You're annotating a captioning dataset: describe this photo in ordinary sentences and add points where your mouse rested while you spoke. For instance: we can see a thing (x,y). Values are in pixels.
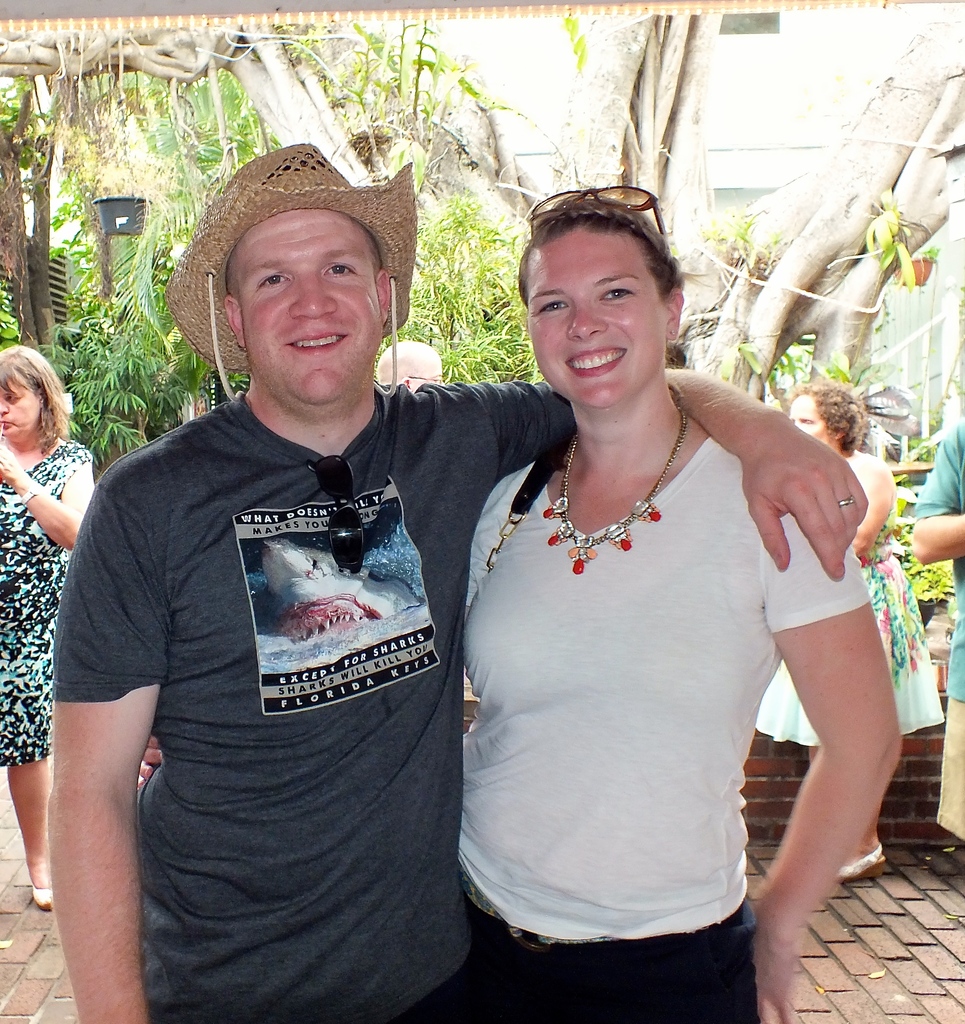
In the image there are two people (415,505) they are posing for the photo and behind them there are some other people (389,365), in the background (154,266) there are many trees (83,187).
